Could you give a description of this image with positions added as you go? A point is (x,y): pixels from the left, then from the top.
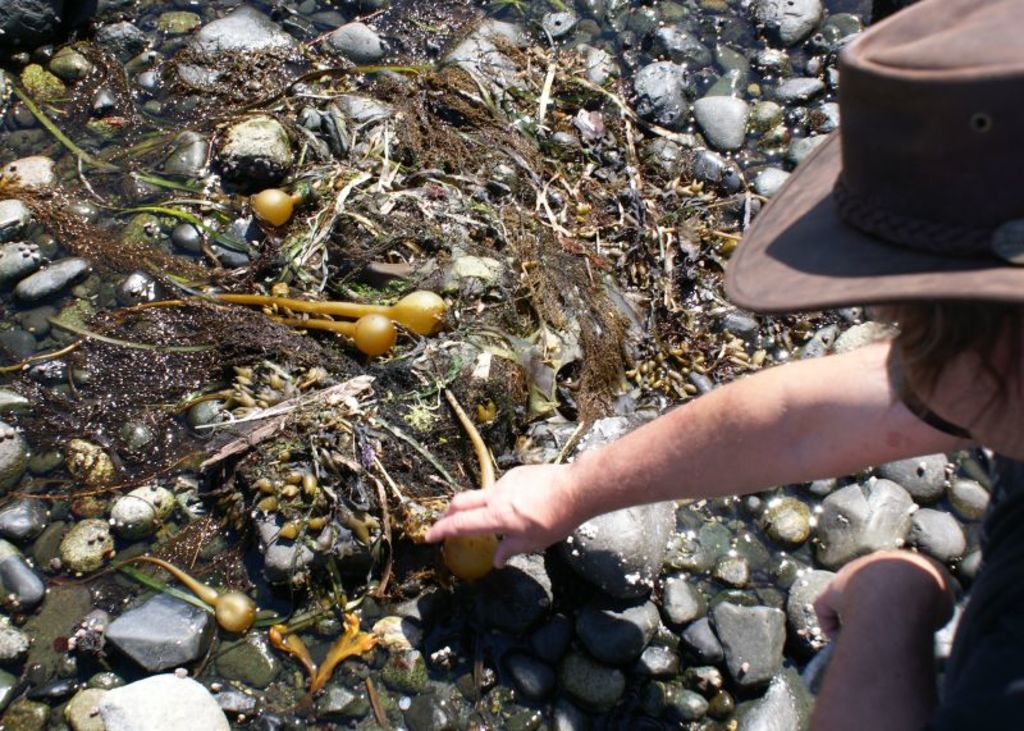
In a given image I can see a stones (687,59) and towards right (768,313), I can see a person (926,370) wearing a cap (913,152).
